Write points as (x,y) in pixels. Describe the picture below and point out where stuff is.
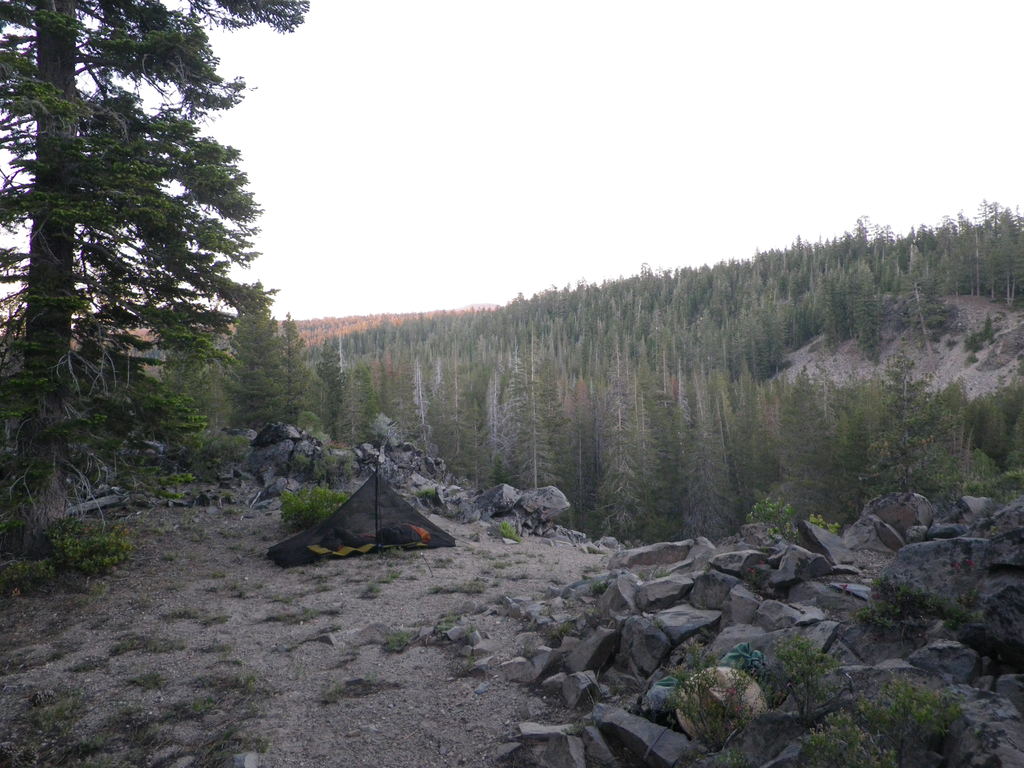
In this image we can see trees (693,495), plants (785,666), rocks (421,500), a tent (432,532), also we can see the mountain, and the sky (572,147).
